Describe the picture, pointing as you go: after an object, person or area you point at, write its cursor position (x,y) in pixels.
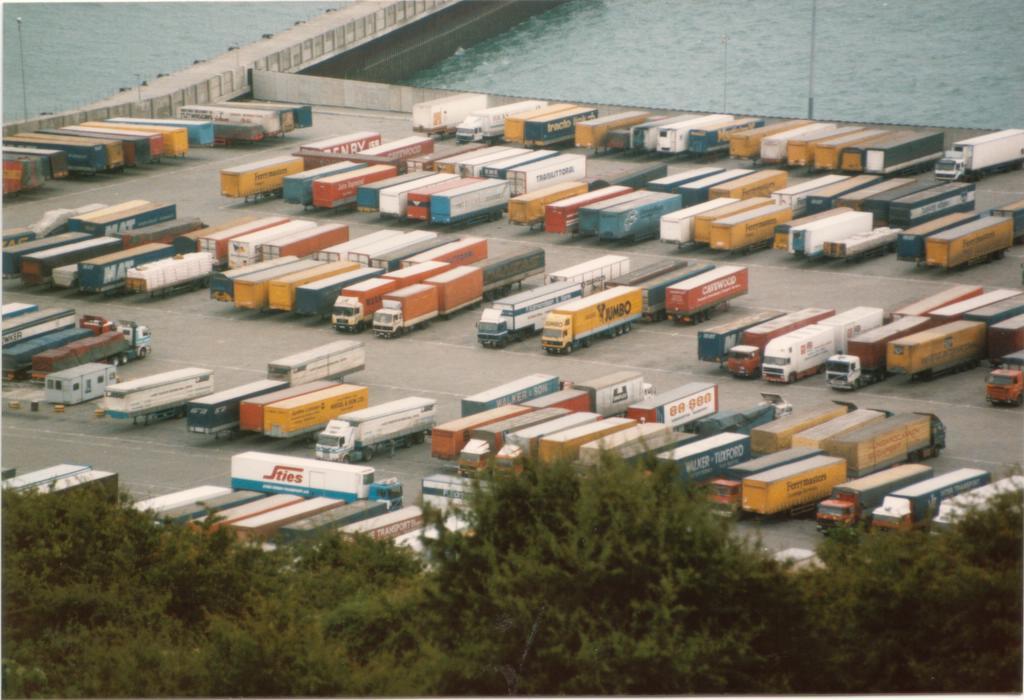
In this image I can see many trees (440,643) and the vehicles (330,303). I can see these vehicles (168,141) are colorful. In the background (189,144) I can see the poles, road (202,154) and the water (154,67).
